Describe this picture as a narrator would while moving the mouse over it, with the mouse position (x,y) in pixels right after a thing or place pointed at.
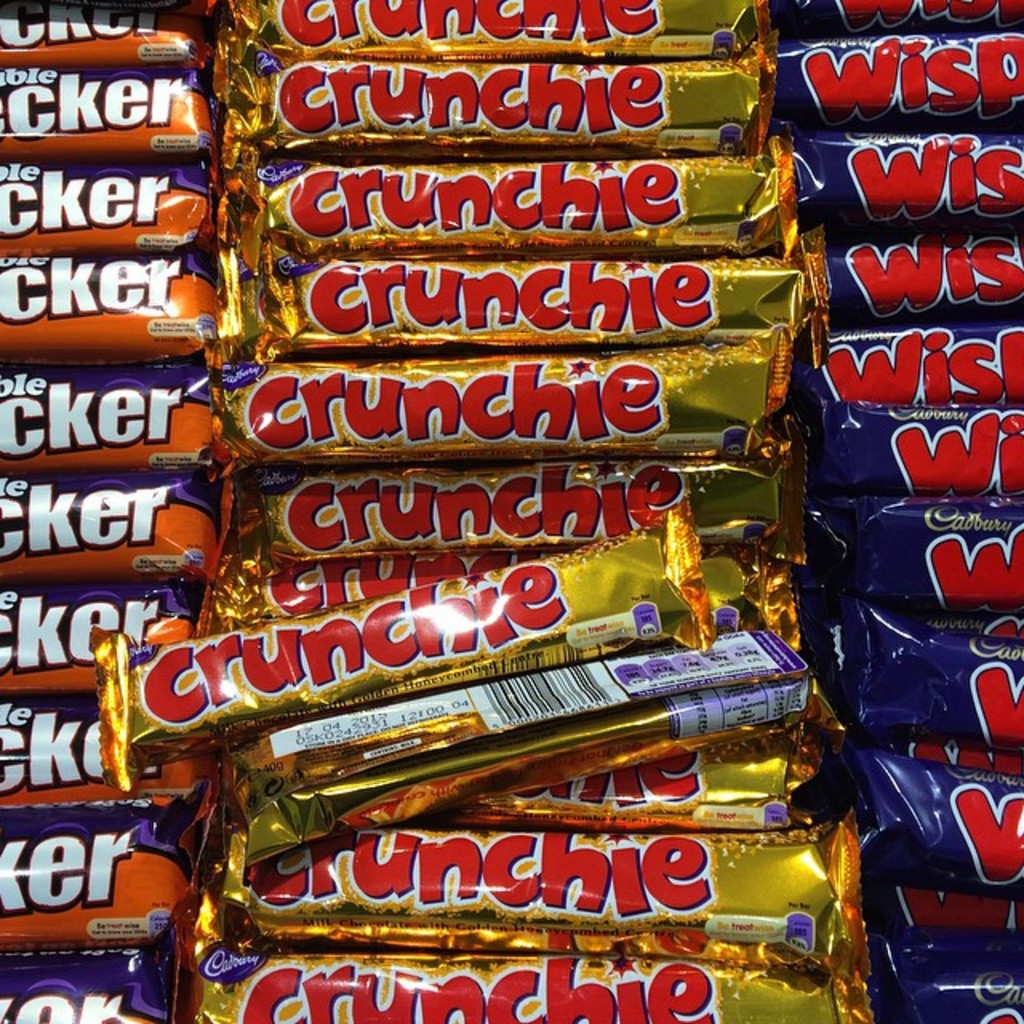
It is a zoomed in picture of three different chocolates (530,433) and on the chocolates (82,442) we can see the names (557,386).
